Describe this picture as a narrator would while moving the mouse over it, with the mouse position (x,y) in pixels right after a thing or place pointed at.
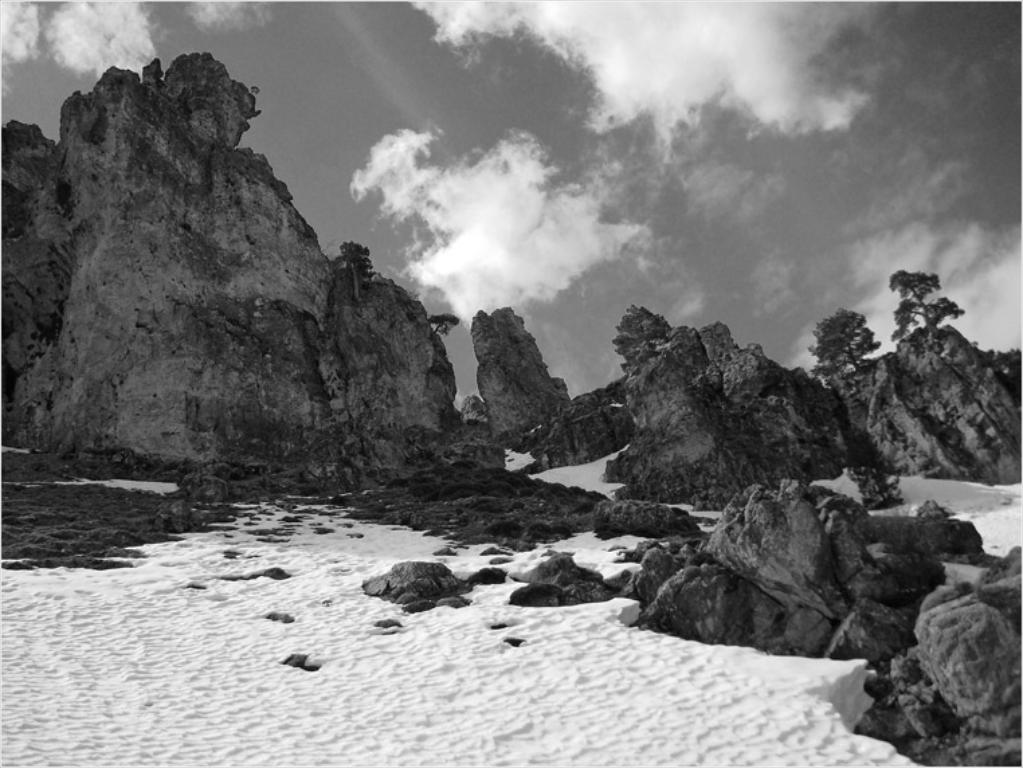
This is a black and white image where we can see snow (387,734) on the ground (401,740), we can see rocks (394,572) and the sky (349,182) with clouds (648,111) in the background (335,239).
